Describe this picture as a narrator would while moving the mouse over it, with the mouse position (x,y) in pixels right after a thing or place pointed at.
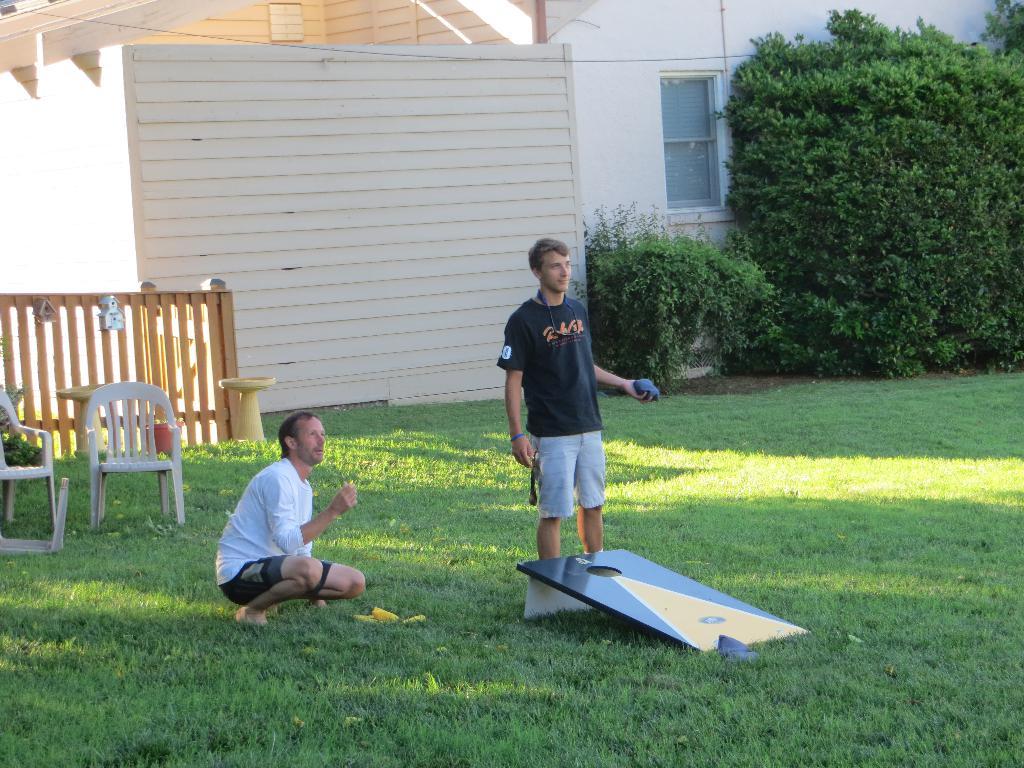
In this image I can see two persons (255,486). One person (562,503) is standing and holding some object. There is grass (877,575), building (439,130), wooden fence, there are plants (897,351) and there are some other objects (121,456).
